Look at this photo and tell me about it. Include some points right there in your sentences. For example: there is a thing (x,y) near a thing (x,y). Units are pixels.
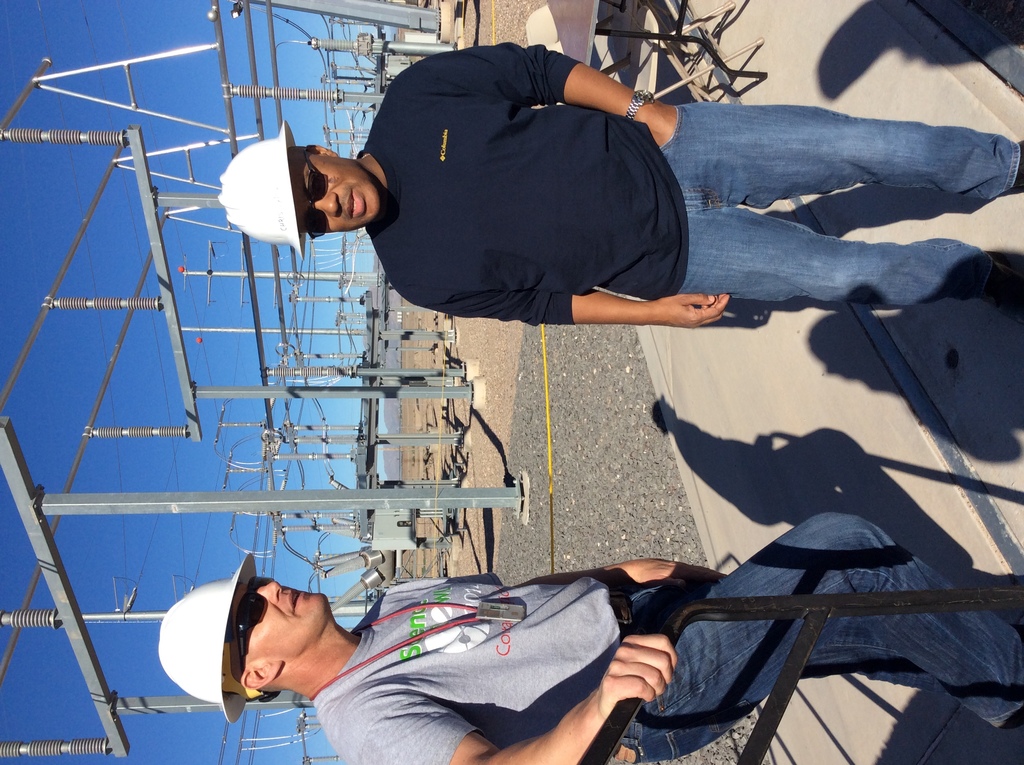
In this image, we can see two people (527,172) are standing and wearing helmets (205,620) and goggles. Background (198,567) we can see rods (280,105), wires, table (556,6), machine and sky (64,290). At the bottom (621,691), a person (631,687) is holding a rod (610,726).
